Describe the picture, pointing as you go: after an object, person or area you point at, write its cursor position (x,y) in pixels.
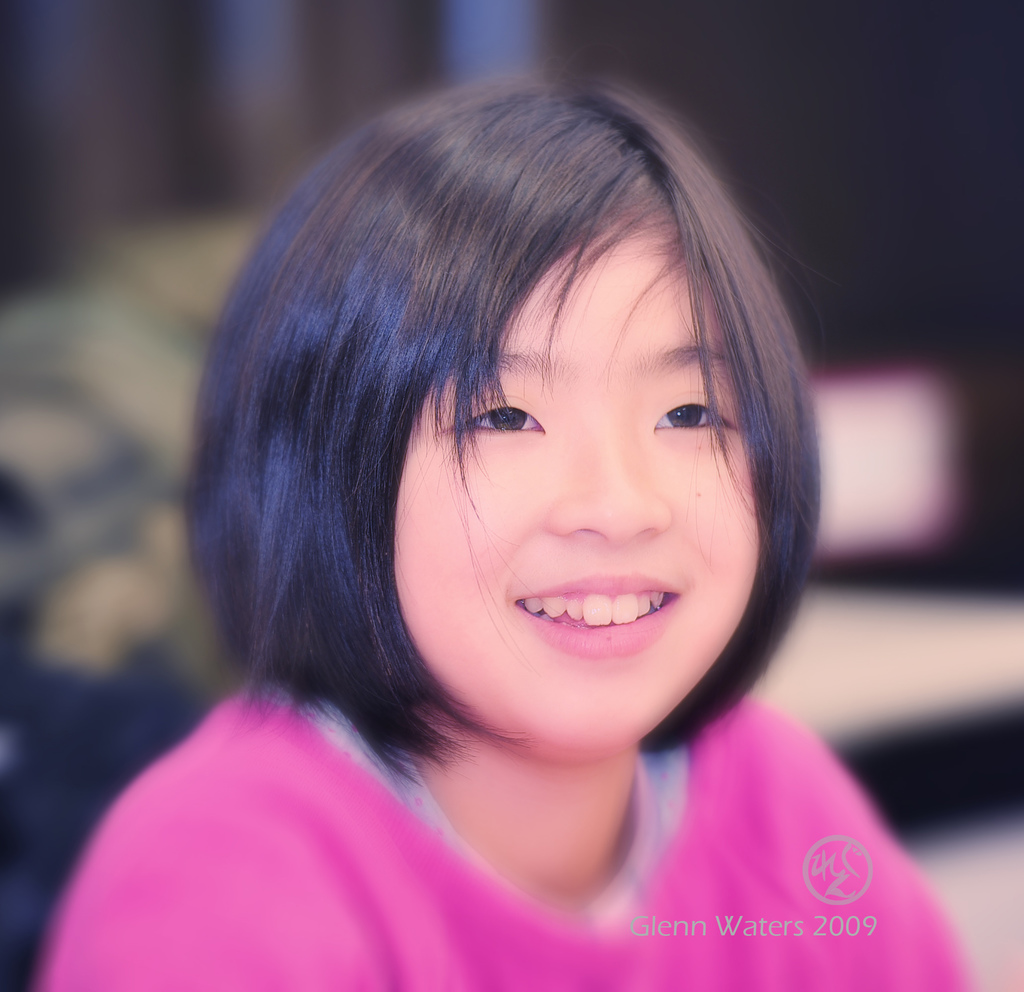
In this image I can see a girl (305,631) is wearing pink color dress (443,887), smiling and looking at the right side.
